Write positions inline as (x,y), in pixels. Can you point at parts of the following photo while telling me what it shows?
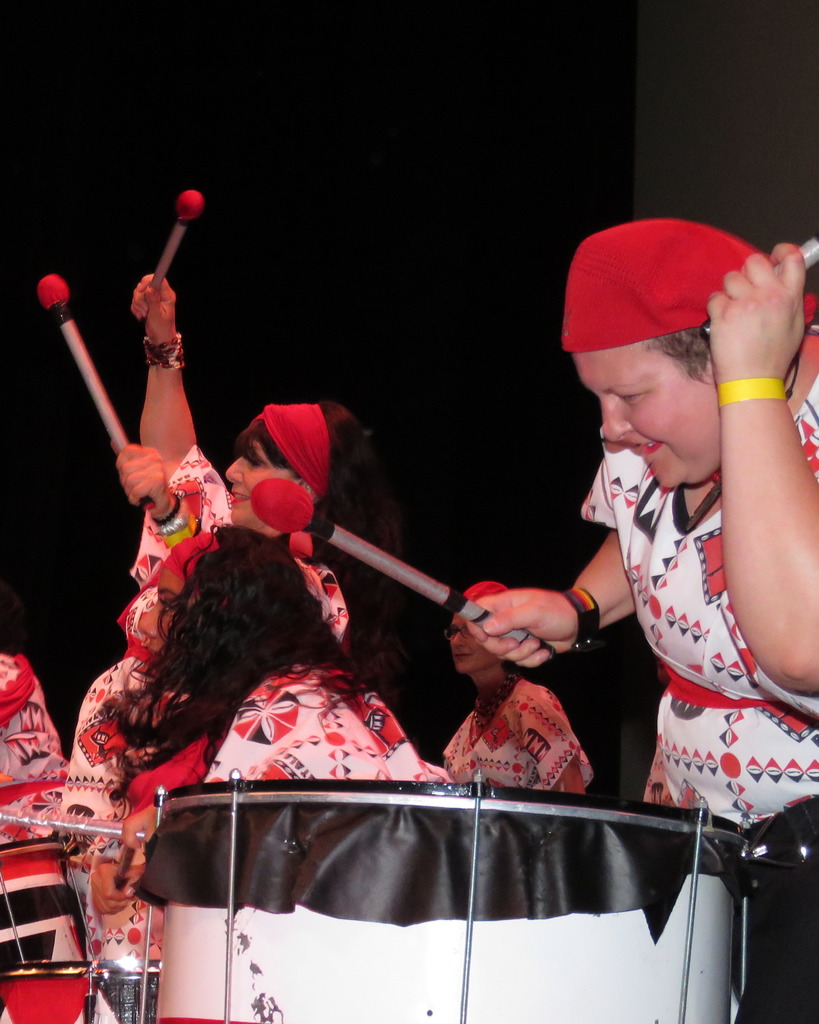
Here we can see some persons (518,694) are playing drums (369,837).
